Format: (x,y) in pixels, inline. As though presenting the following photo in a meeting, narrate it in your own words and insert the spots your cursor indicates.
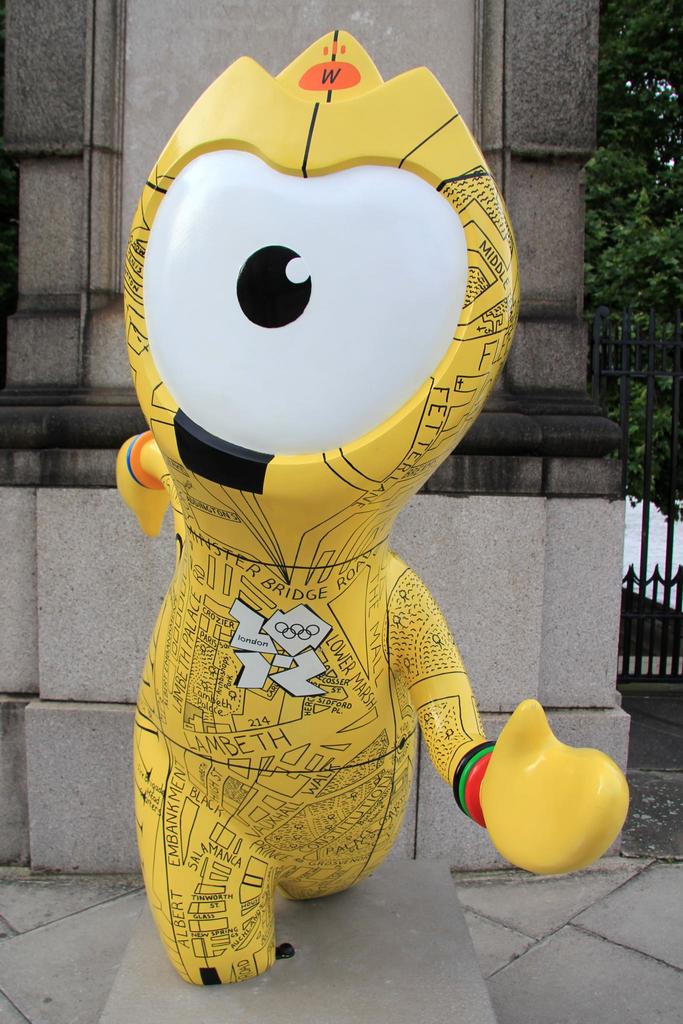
Here I can see a yellow color statue (317,702) which is placed on the floor (391,908). At the back of it there is a wall (546,422). In the background (649,129), I can see the trees (643,263) and a gate (649,395).
